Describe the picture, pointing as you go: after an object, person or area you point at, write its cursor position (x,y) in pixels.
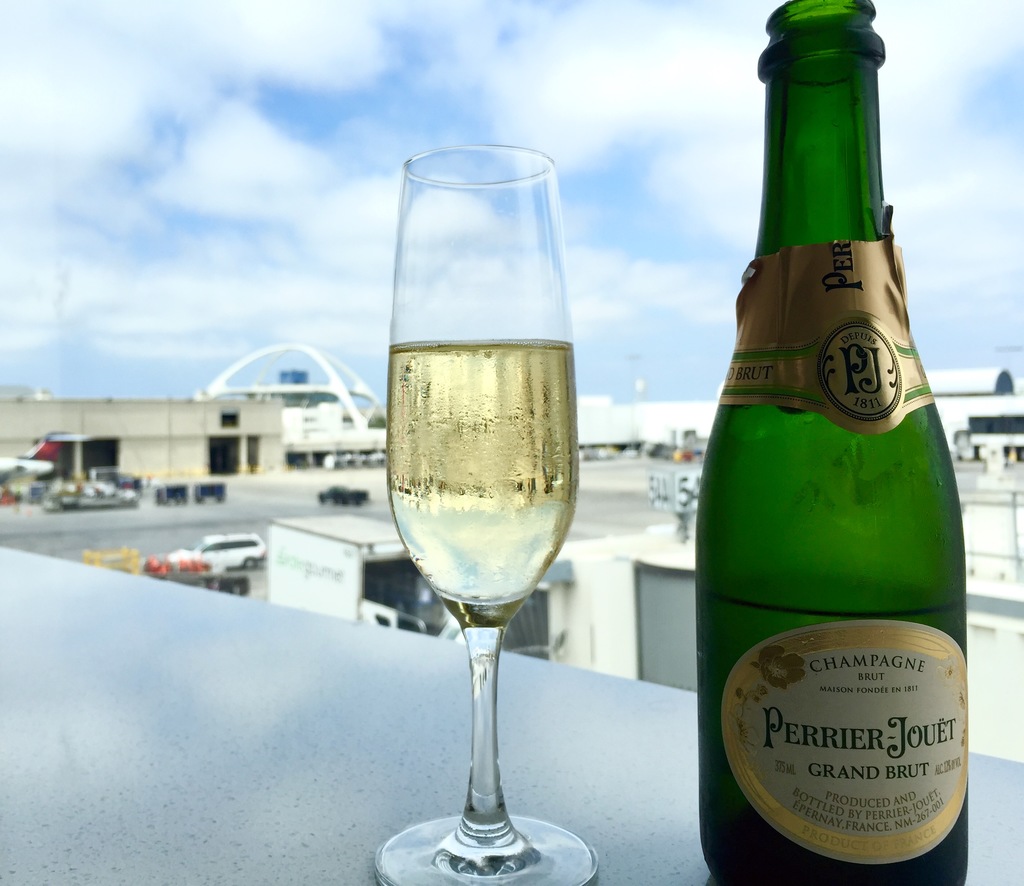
On the wall (402,798) to the right side (829,535) there is a bottle (829,535) in green color and a label (782,720) on it. Inside the bottle (842,595) there is a liquid (896,609). And beside the bottle (722,616) there is a glass (508,445) with liquid (474,375) in it. In the background (168,442) there is a building (176,431) and there are vehicle (210,542) on the road (187,502). On top (530,103) there is a cloudy sky (341,96).
